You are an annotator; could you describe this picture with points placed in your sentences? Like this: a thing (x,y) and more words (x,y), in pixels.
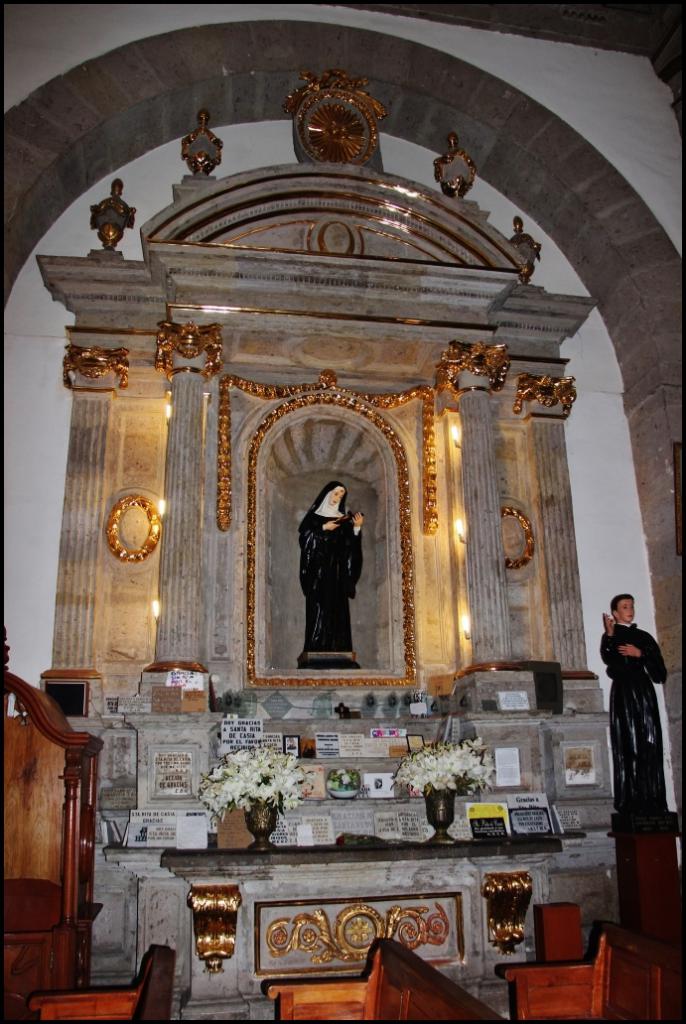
In this image I can see few benches (162,972) which are brown in color and a white colored wall (581,118) in which I can see a statue (327,538). I can see another statue (621,657) of a person (623,666) wearing black colored dress (647,753), few flowers (467,757) which are cream in color and few other objects (306,830). I can see the arch (195,226) which is gold and grey in color.
